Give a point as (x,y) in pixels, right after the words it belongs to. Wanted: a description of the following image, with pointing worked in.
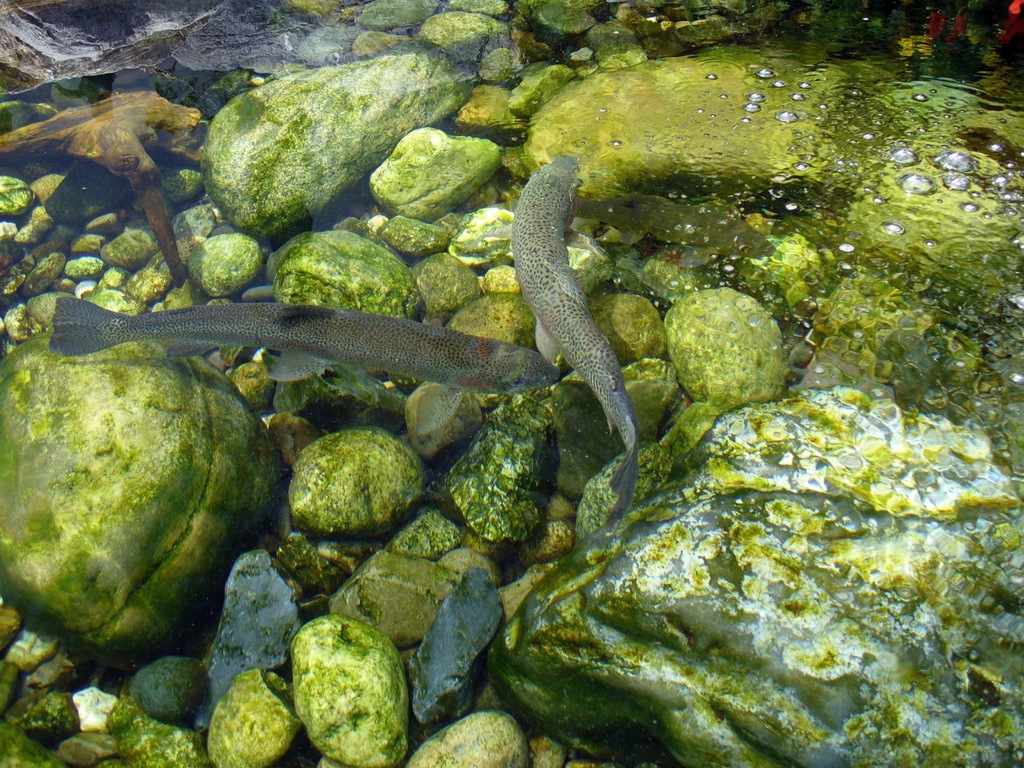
In this picture I can see there are few fishes (381,348) swimming in the water (330,540) and there are few rocks (600,262) and there is moss (357,437) on the rocks (332,626) and there are few water bubbles (965,174) on the right side (952,174).
